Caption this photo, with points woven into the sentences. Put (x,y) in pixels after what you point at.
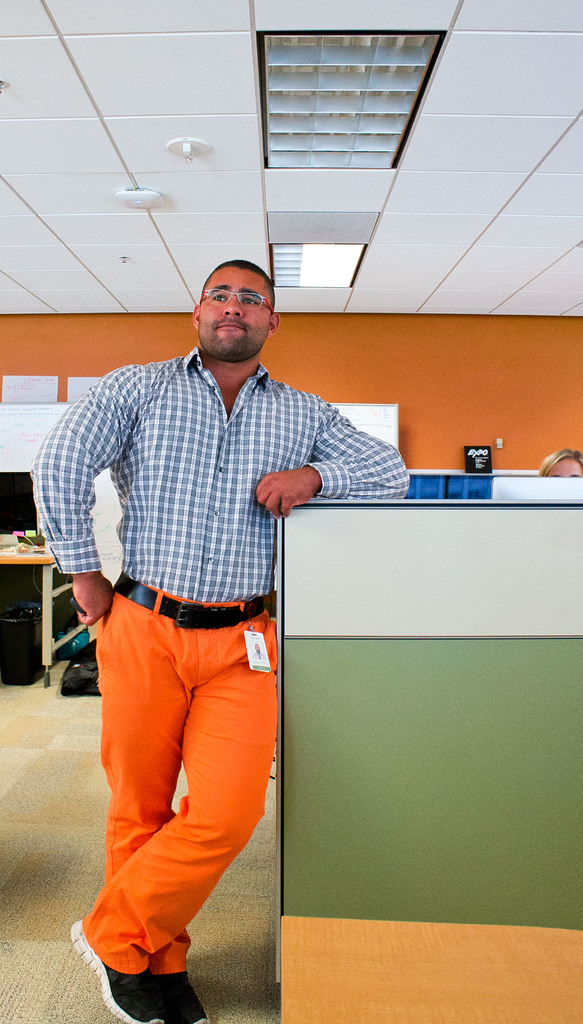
In this image in the center (229,611) there is a man (199,578) standing. In the background (34,529) there is monitor (20,519) on the table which is on the left side (20,511) and there are boards (49,415) with some text (25,415) written on it and there is a wall (487,407) which is orange in colour. On the right side (559,469) there is a person (551,465) visible.
